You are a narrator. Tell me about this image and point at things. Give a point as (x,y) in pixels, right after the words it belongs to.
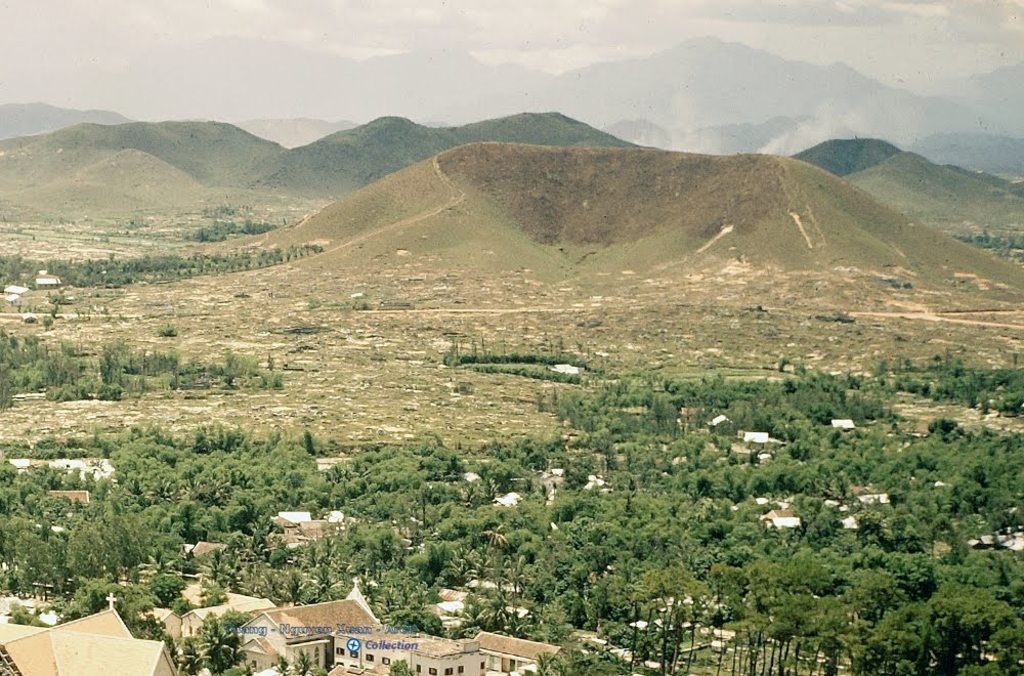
In this image, there are mountains (477,190), city (774,517), trees (735,551), sky (322,27) and the cloud (316,41).
